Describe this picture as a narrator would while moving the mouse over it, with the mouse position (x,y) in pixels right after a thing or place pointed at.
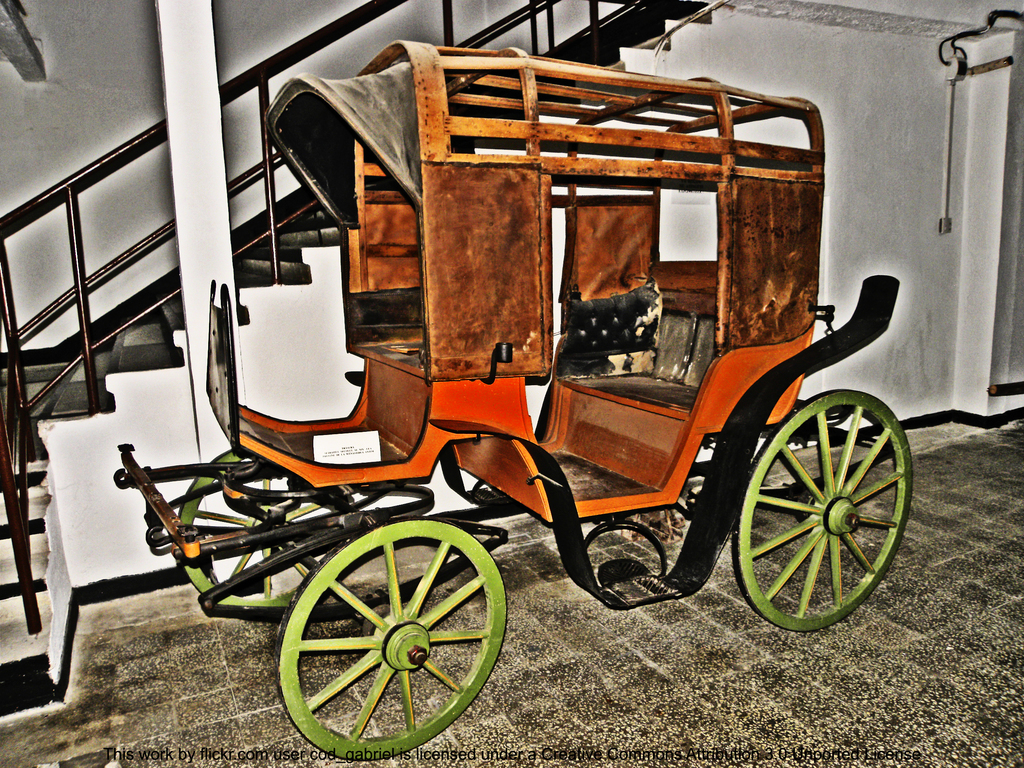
Here we can see a cart (348,560) on the floor (614,736). In the background (41,549) we can see staircase (5,556), pillar (207,72) and a pipe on the wall (909,87).
